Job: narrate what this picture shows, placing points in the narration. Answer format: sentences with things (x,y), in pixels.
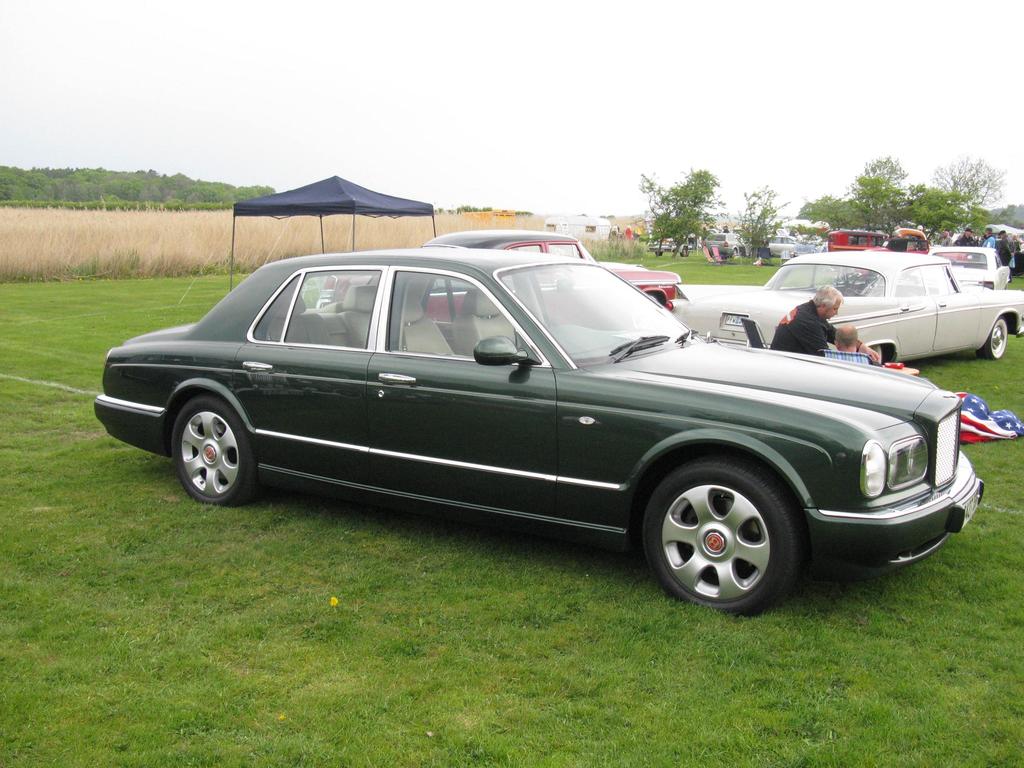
Here we can see vehicles (569,403) on the grass (596,573) on the ground (775,738). There are few persons (800,344) standing and few are sitting and on the right (988,409) there is a cloth (961,425) on the ground (722,272). In the background (66,280) there is a tent (316,197), grass (36,240), trees (48,181) and clouds (355,7) in the sky (460,126).
